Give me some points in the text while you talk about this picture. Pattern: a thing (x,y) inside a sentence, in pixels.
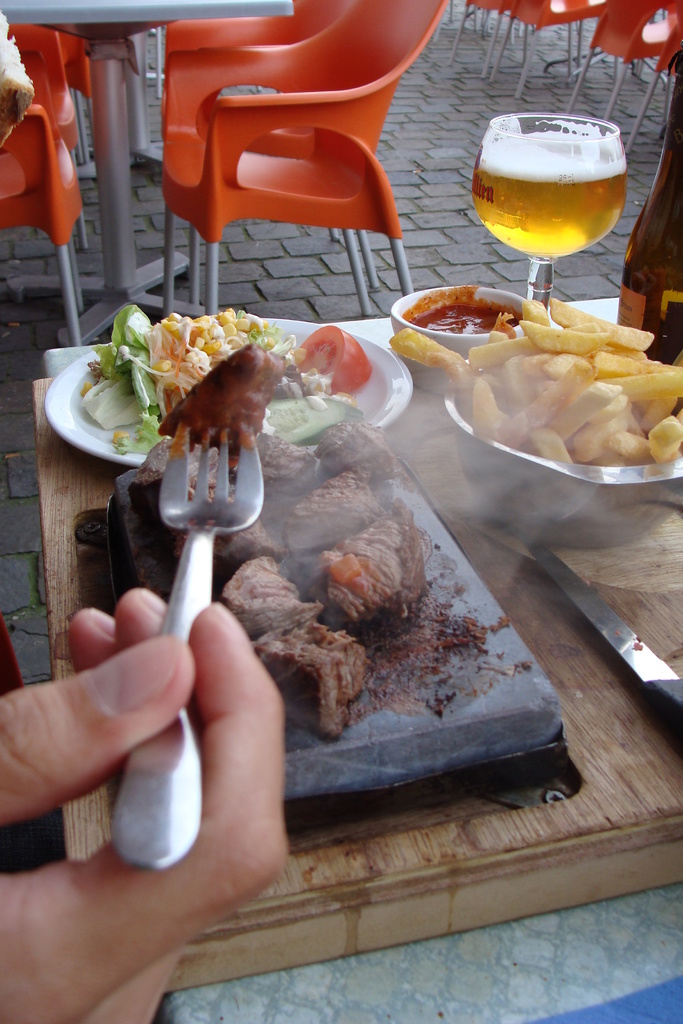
In this image there is a table (363,1016) and we can see meat (410,573), fries (530,378), sauce (415,305), plates (388,421), bowls (565,530), knife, bottle (682,247) and a wine glass (576,208) placed on the table (506,1004). On the left (80,874) we can see a person's hand (150,928) holding a fork (194,545). In the background (228,183) there are chairs (302,17) and a table (100,44).
